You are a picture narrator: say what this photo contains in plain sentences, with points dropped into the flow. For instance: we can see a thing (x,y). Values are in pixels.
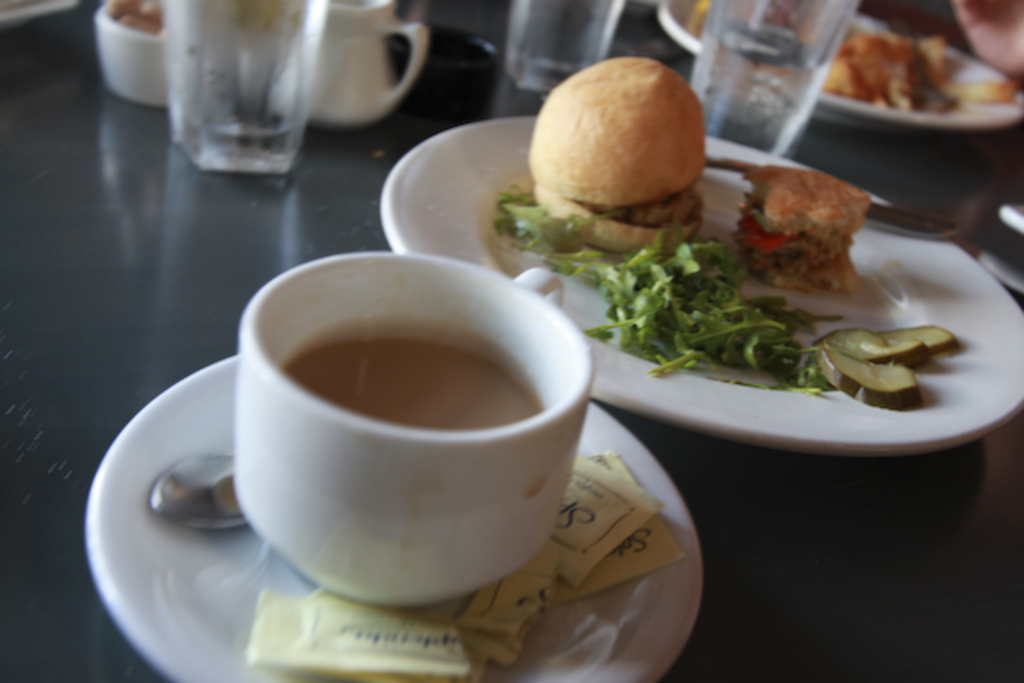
In this image we can see a cup (456,303) with a drink (387,394) in it, sugar packets (553,538) and spoon (181,493) are kept on the saucer (108,509), here we can see food items (663,325) and knife (892,210) are kept on a white plate (972,336) which are placed on the black color table (883,590). The background of the image (955,64) is blurred, where we can see glasses (254,45), cups (361,80) and a plate (958,114) with food items (908,92).
